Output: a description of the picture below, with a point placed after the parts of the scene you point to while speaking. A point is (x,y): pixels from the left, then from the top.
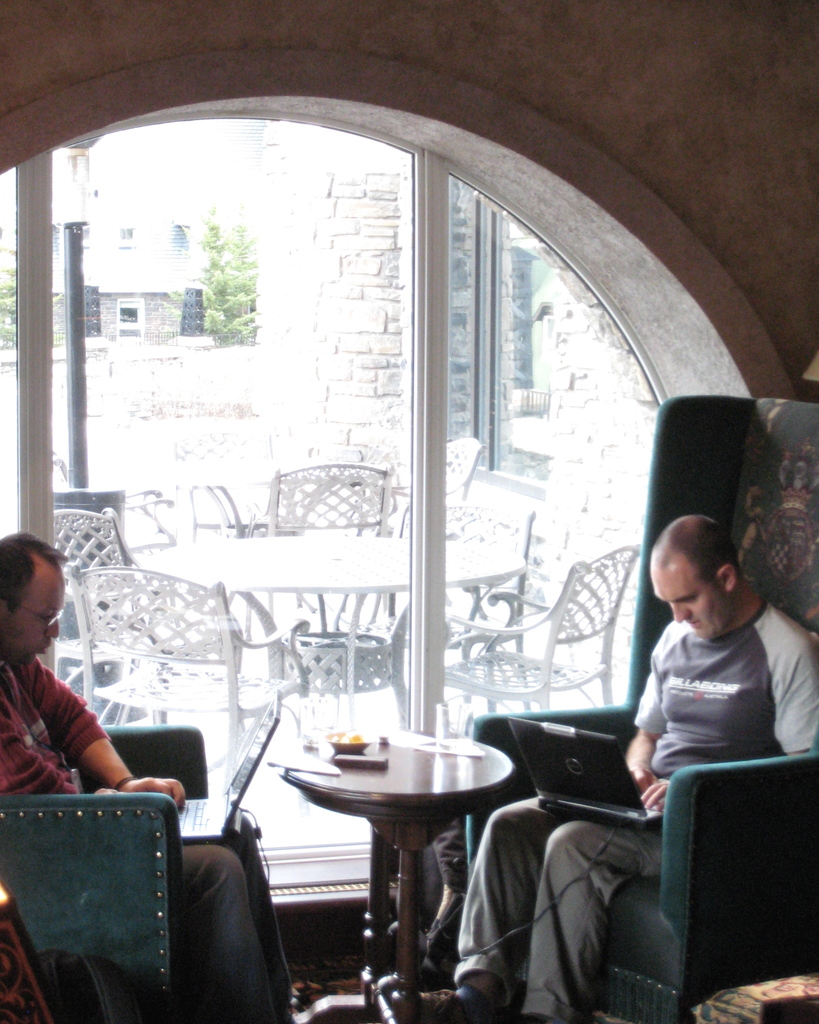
In the image we can see two men (650,693) sitting, they are wearing clothes (690,752) and we can see the laptops (572,800) on their laps (605,829). Here we can see the table (397,801) and on the table (400,782), we can see other things (360,741). Here we can see chairs (815,891), arch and the glass window (378,716). Out of the window (423,588) we can see chairs (293,484), trees (256,289) and buildings (298,283).
